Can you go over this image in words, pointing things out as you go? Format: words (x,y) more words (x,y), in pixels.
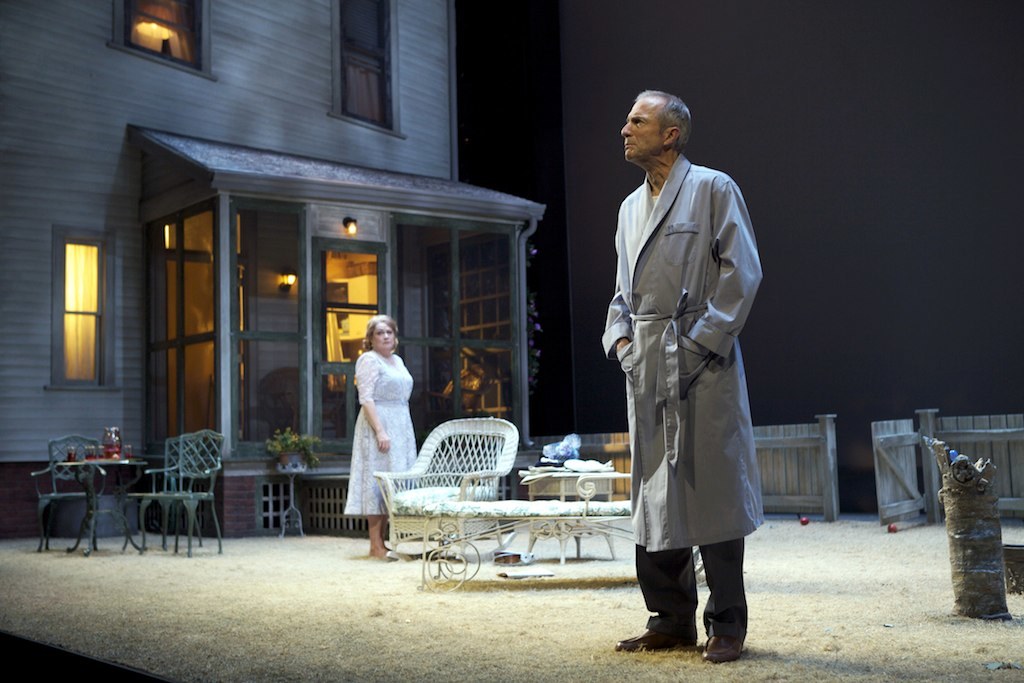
In this image there is a man (659,525) standing on the floor (629,543). Beside him there is a table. Beside the table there is a chair (469,459). In the middle (380,384) there is a woman (382,387) standing on the floor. In the background (196,271) there is a building (202,259). On the left side (123,466) there is another table (104,463) on which there is a jar (110,440). Beside the table (121,462) there are two chairs (153,490). On the right side (802,462) there is a fence (808,437) around the building (418,181). There are lights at the entrance (333,268) of the building (333,268).
